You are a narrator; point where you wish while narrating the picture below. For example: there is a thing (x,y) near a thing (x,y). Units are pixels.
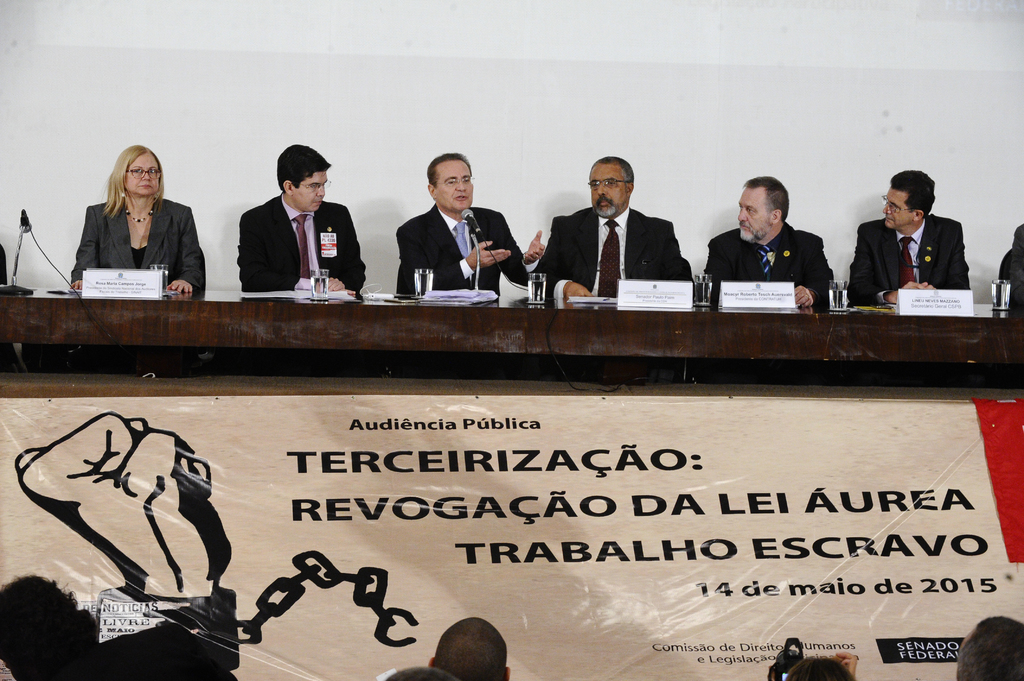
In this image we can see five men (882,240) and one woman (148,239) is sitting. They are wearing suits (241,257). In front of them table (291,316) is there. On table (1014,357) glass (711,289), name plate (753,296), mics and papers (258,294) are there. Behind white color wall (484,87) is present. Bottom of the image (430,566) banner (467,580) and people (1014,653) are there.
